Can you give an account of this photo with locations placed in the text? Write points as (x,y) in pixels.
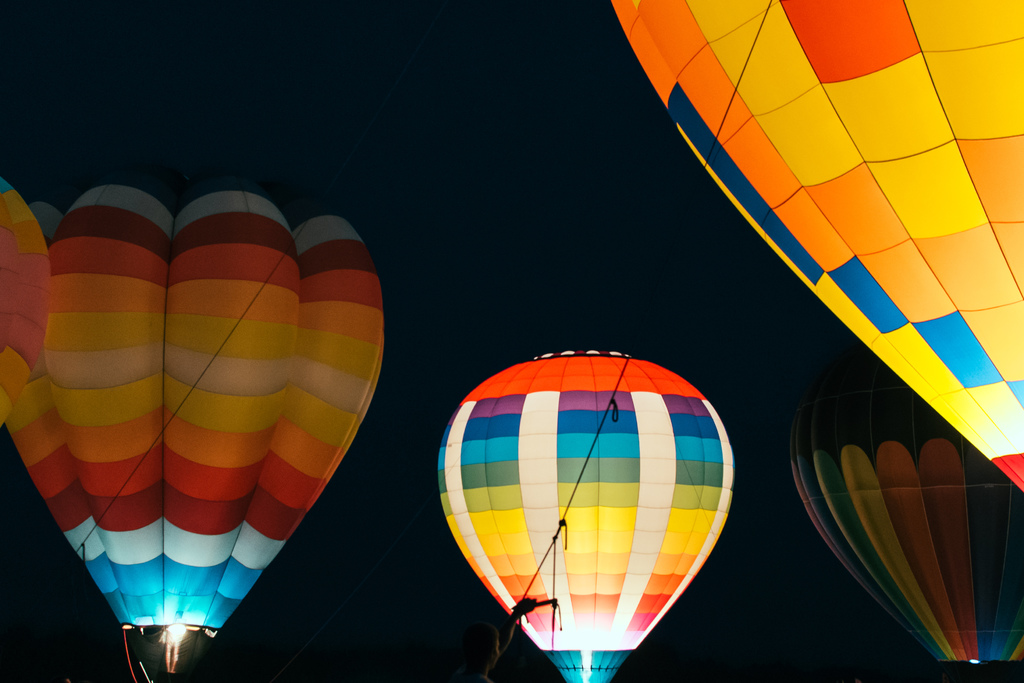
In this image I see 5 hot air balloons (686,19) which are of different in colors and I see the rope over here and I see the light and it is dark in the background (266,566).
